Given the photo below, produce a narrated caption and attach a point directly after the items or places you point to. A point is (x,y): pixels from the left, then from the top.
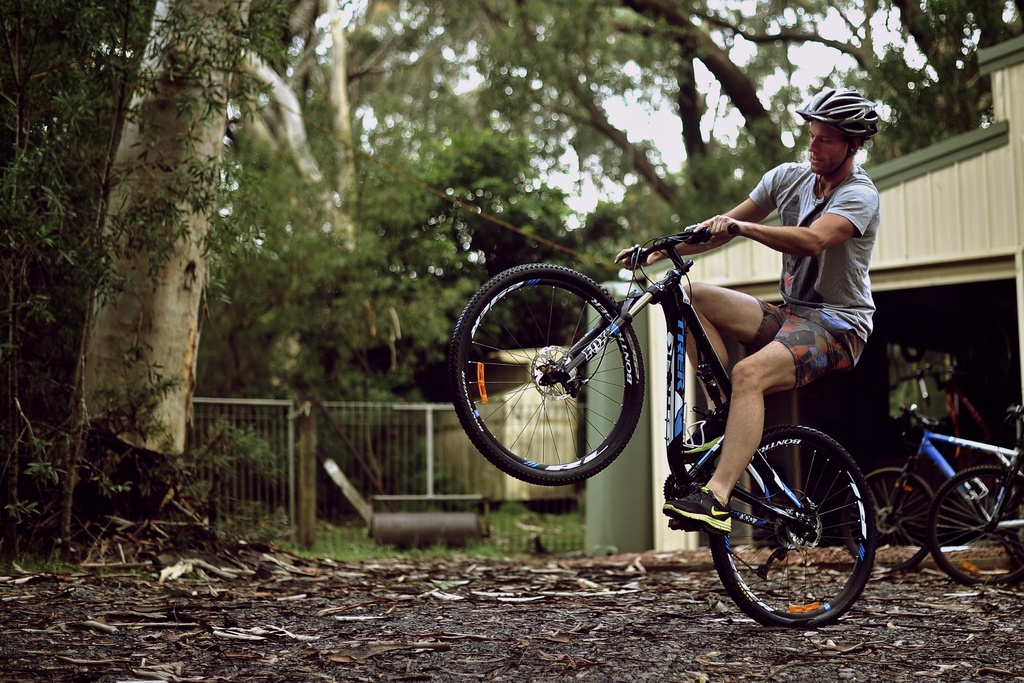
In this picture we can see a man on the bicycle (618,400). He wear a helmet (844,98). On the background (371,173) there are trees (756,111). And this is sky (812,60).
